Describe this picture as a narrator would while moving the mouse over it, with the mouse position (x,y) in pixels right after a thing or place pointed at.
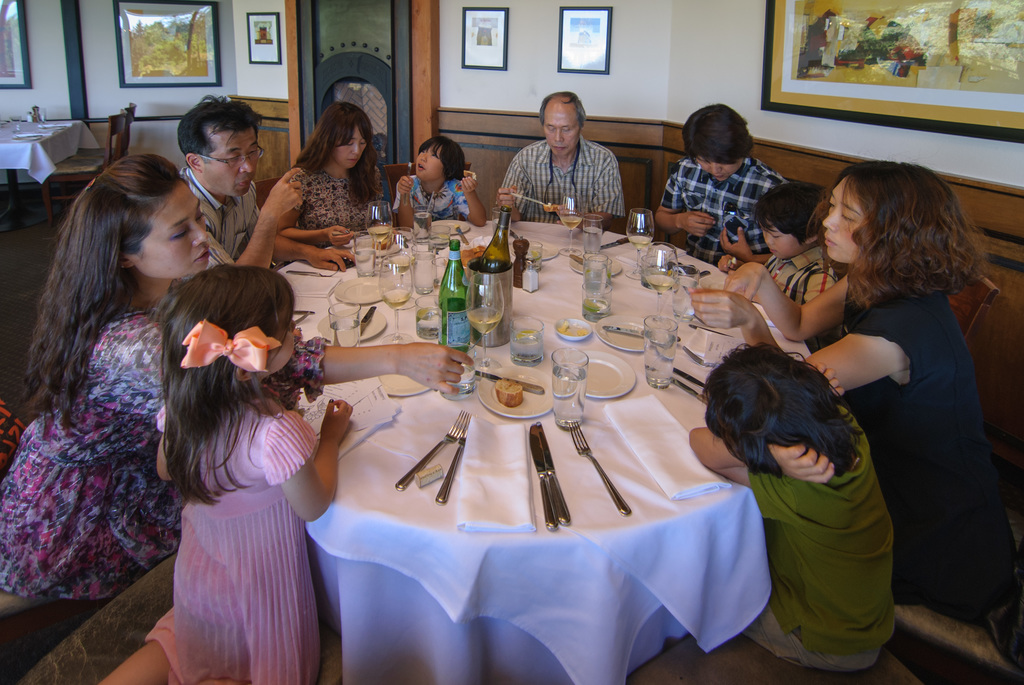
In this image I see number of people (80,492) who are sitting on the chairs (727,679) and there is a table (665,250) in front of them, on which there are many glasses (684,288), plates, bottles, spoons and forks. In the background (657,199) I see the wall (258,98) and few photo frames (502,67) on it.
